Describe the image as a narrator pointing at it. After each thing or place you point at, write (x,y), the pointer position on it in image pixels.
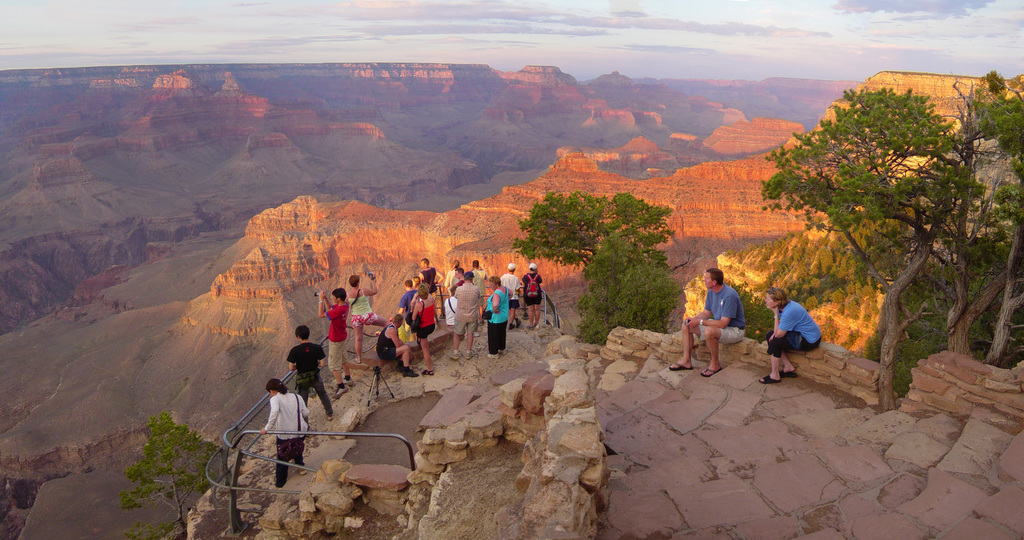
In this image there are people (331,363) standing on a mountain (321,420) and few are sitting, in the background (153,260) there are mountains (626,150), trees (895,220) and the sky (353,16).
